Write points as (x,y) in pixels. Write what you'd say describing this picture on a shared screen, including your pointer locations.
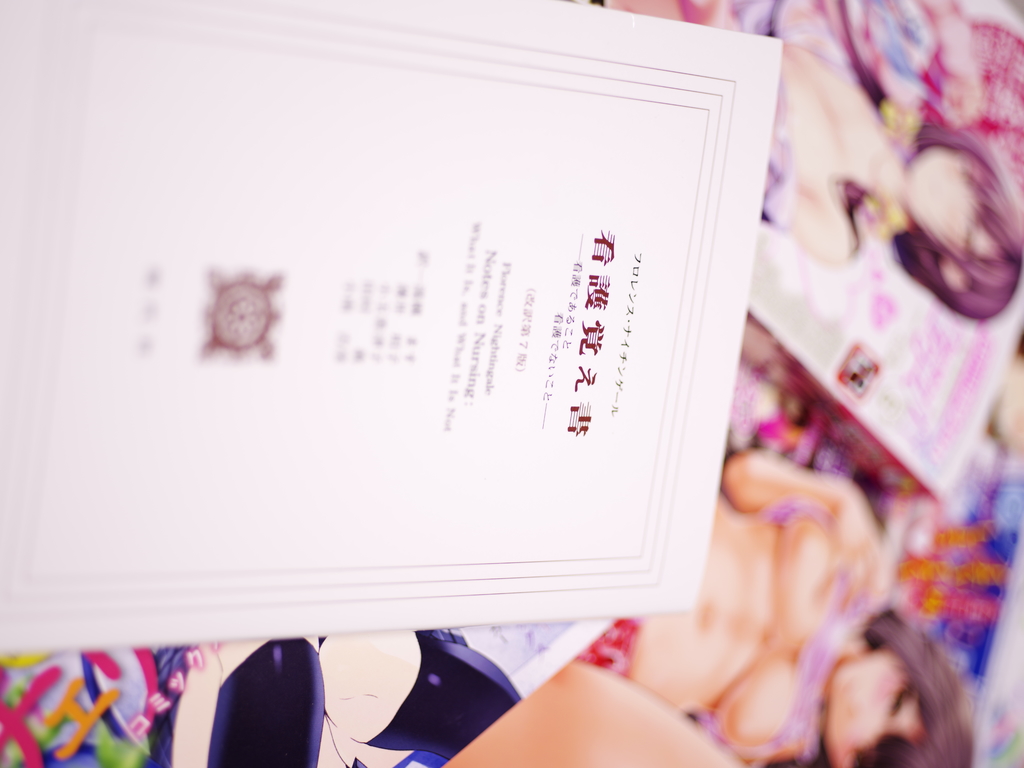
In this image we can see a card (583,298) and boxes (810,663).
